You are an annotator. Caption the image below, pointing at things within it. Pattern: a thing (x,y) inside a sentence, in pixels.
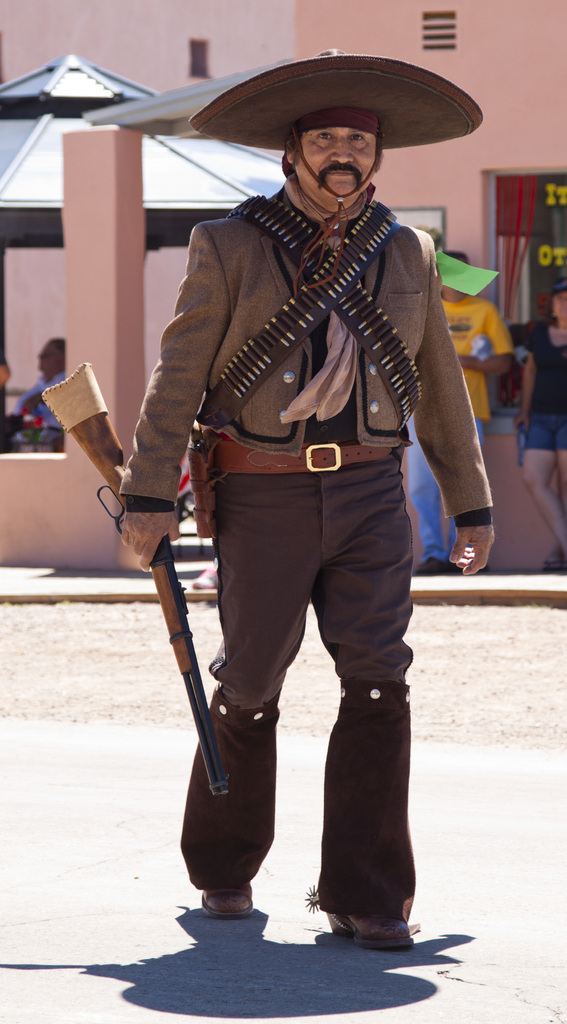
In this image I can see the person (363,700) is holding the gun (94,456) and wearing the hat (367,58). I can see the building (167,17), shed (74,106), few objects (46,439) and few people (559,436).
